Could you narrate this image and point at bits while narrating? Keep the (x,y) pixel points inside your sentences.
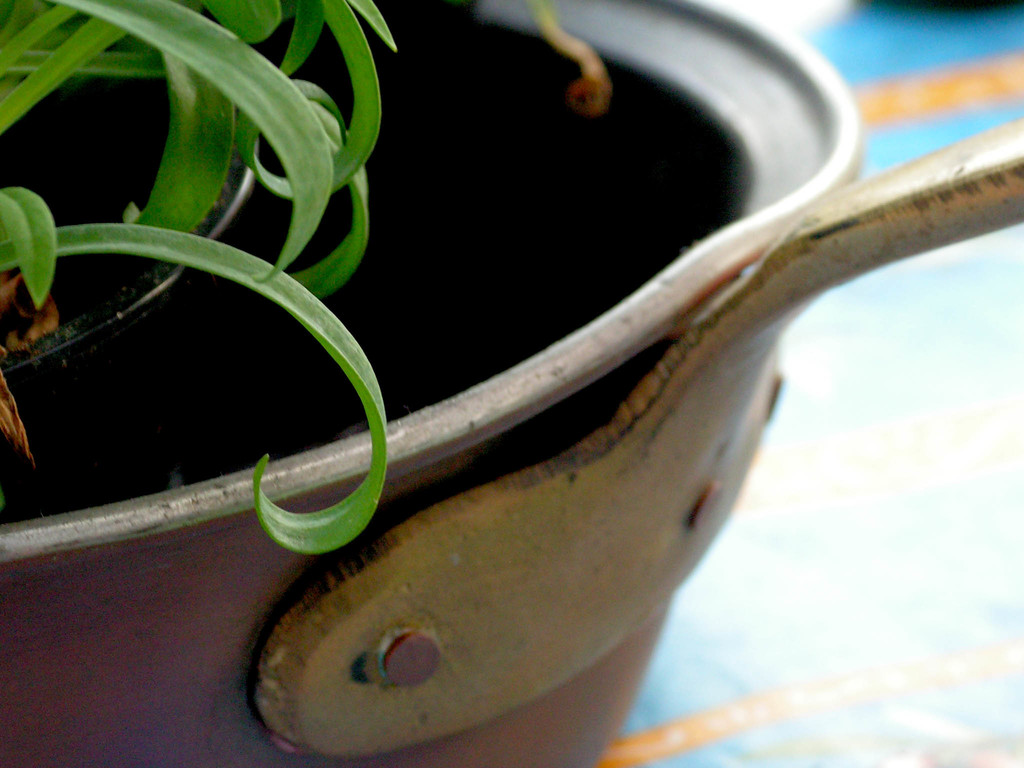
In this image there are leaves (209,73) of a plant (170,110) in a flower pot (377,331).
